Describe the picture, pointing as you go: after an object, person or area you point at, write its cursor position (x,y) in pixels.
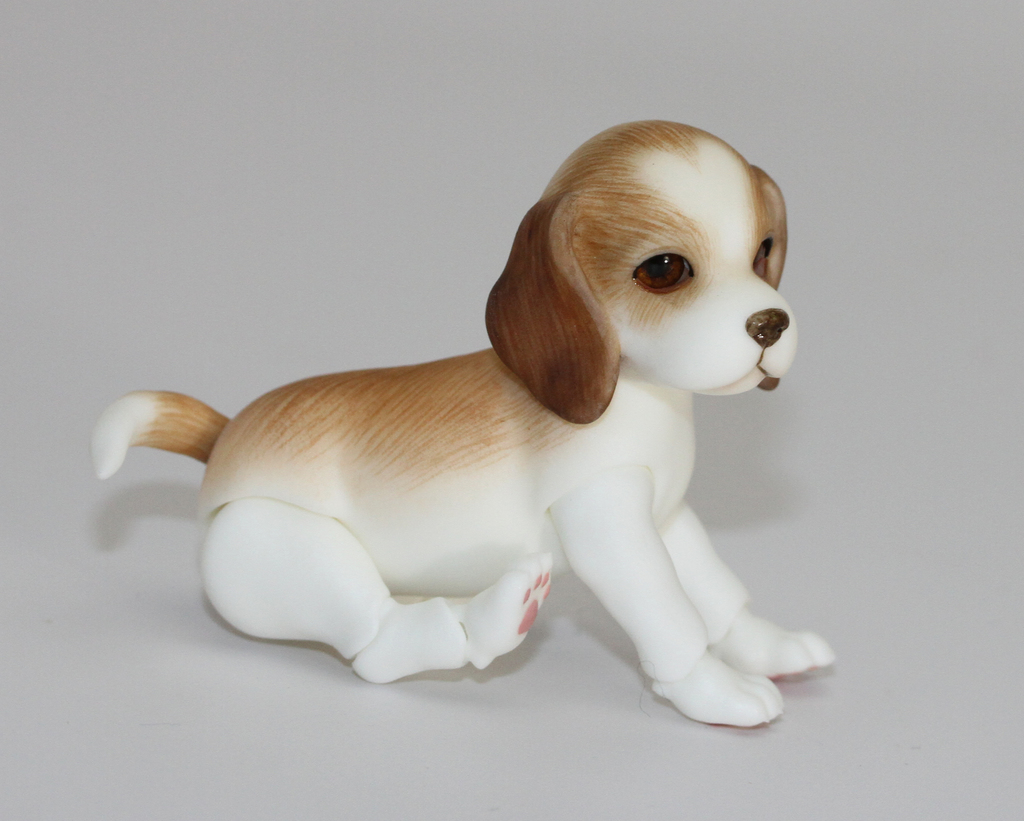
In this image there is a dog toy (494,486) sitting on the floor (237,684). The background (812,37) is white.
